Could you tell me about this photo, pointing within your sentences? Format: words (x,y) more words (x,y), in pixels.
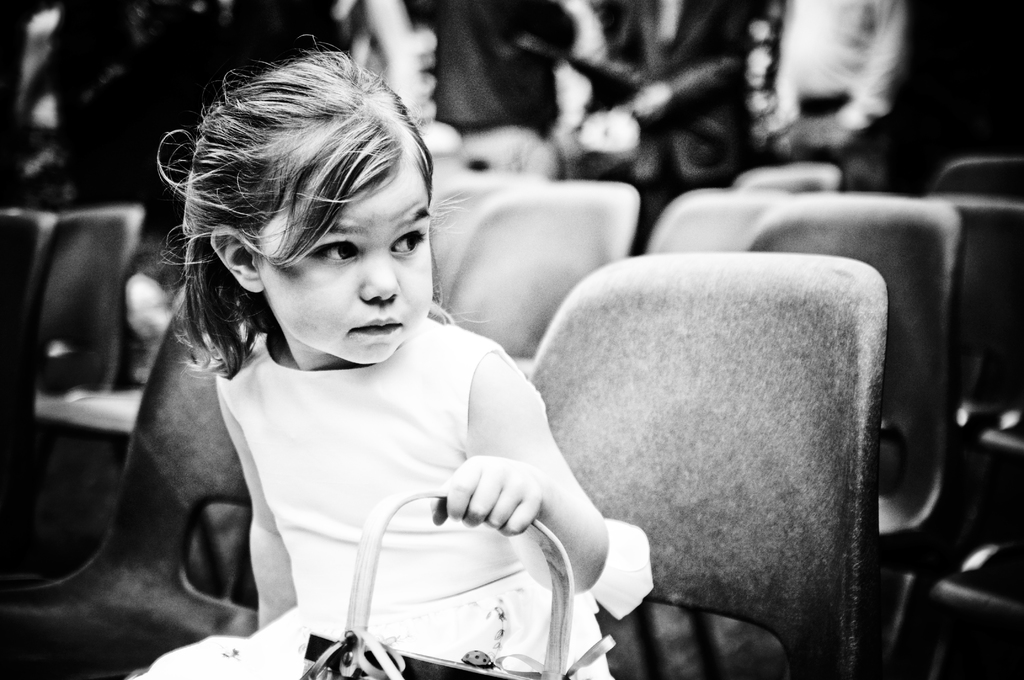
In this image I can see a girl (259,447) sitting on a chair (121,654). In the background (844,211) I can see few more chairs (509,203).
